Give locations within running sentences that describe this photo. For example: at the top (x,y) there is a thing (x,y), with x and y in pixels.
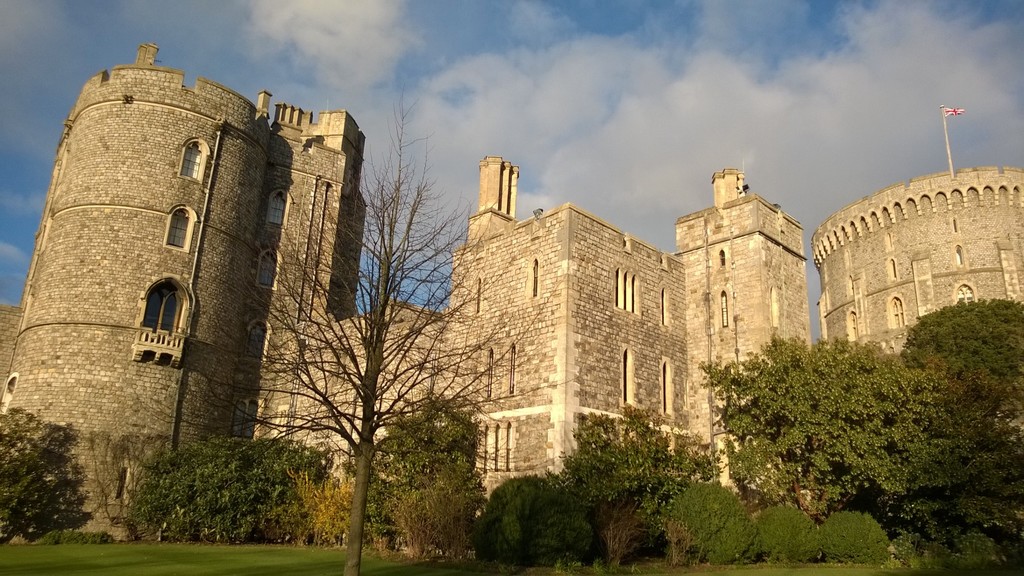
In this image I can see a fort (260,302) on which there is a flag (956,111) on it. In the front (462,508) I can see trees (440,459) and the grass (205,571). In the background (475,117) I can see the sky (527,106).
